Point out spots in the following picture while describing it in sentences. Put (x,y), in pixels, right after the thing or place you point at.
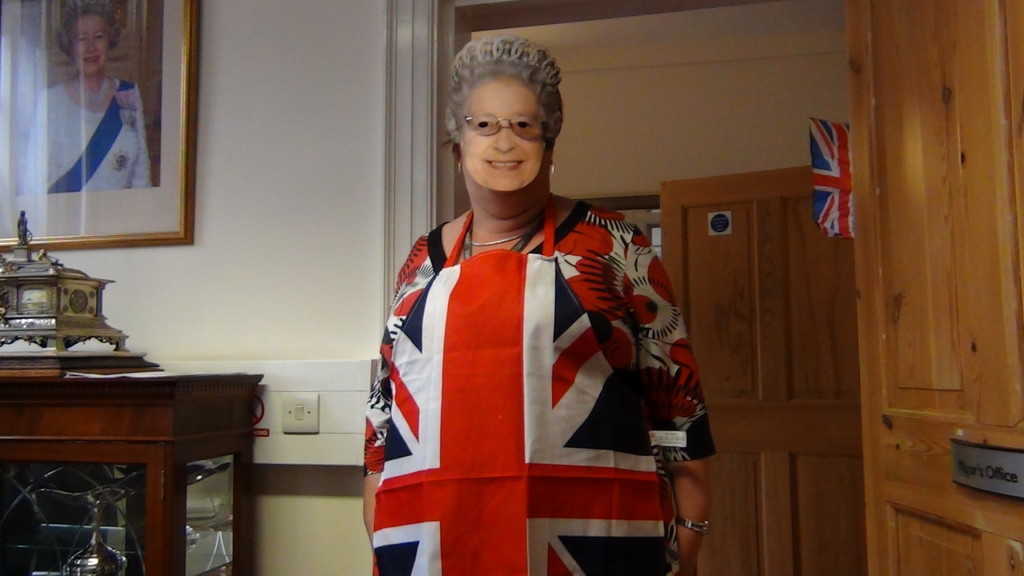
In this picture we can see a woman (441,566) standing with a mask (520,60) on her face (514,129).
